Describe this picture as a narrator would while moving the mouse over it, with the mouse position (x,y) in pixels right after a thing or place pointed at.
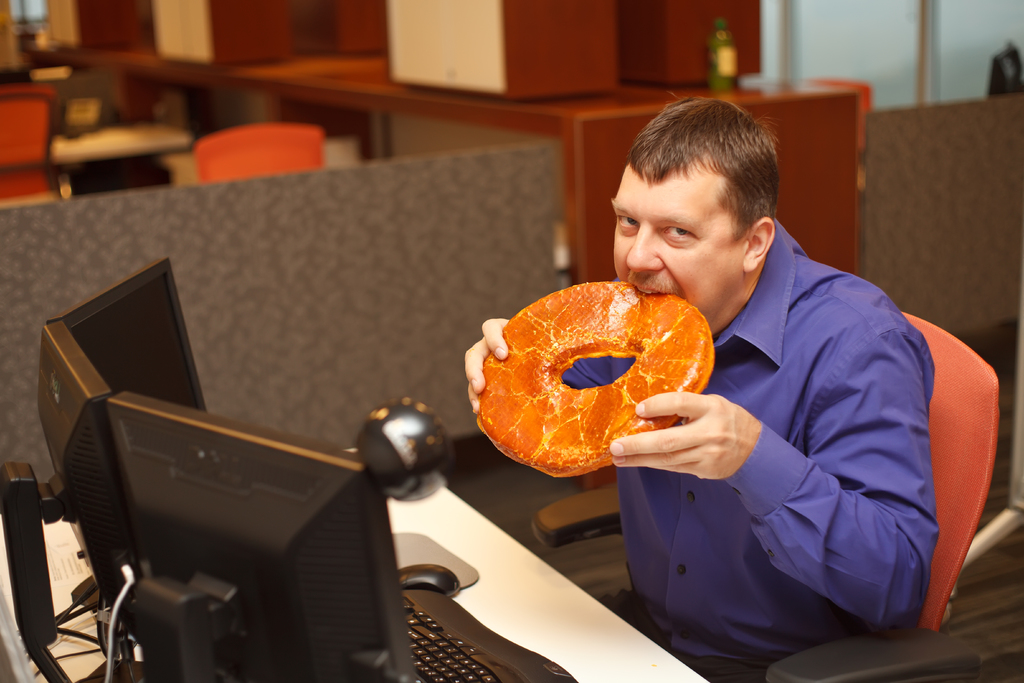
In this picture I can see a man (823,407) is sitting on a chair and eating food (559,365). The man (615,367) is wearing blue color shirt (841,291). On the table (421,534) I can see monitors (295,619), keyboard (457,658), computer mouse (421,564) and other objects (410,553). In the background (75,195) I can see chairs (228,145), a wall (377,163), a bottle (722,65) and other objects (526,128).
